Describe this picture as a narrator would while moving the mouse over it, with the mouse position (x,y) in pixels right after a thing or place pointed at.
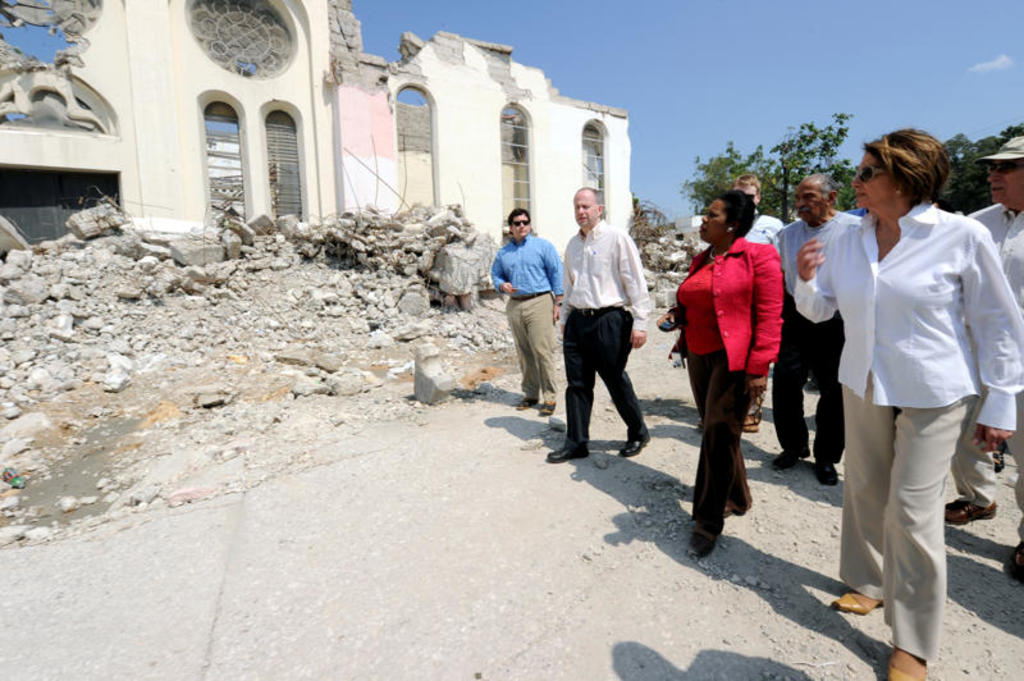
In this picture we can see few people (783,369) are walking on a path (657,533), side we can see collapsed building (246,193) and some trees (978,204).
